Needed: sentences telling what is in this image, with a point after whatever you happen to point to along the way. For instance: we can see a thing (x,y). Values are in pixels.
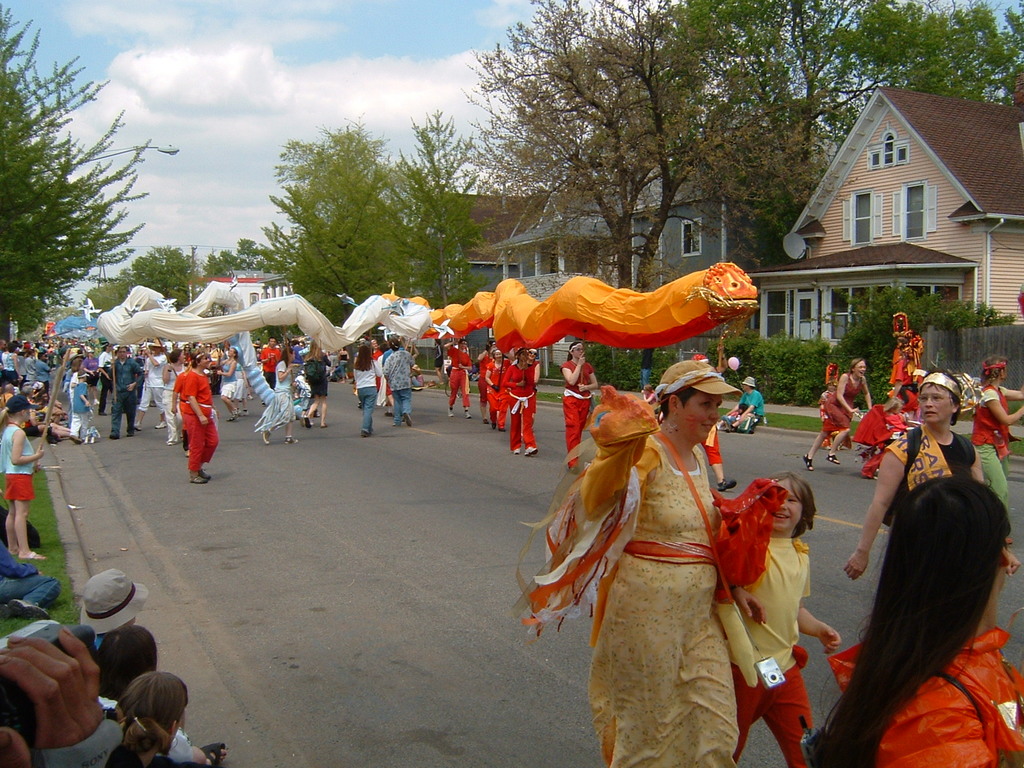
In this image I can see a crowd (323,397) on the road (309,558) holding a snake (640,306) made with a cloth (627,311) in hands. In the background (877,364) I can see grass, plants (802,360), buildings (852,241), poles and trees (24,207). On the top (191,183) I can see the sky (214,114). This image is taken during a day on the road (529,664).
